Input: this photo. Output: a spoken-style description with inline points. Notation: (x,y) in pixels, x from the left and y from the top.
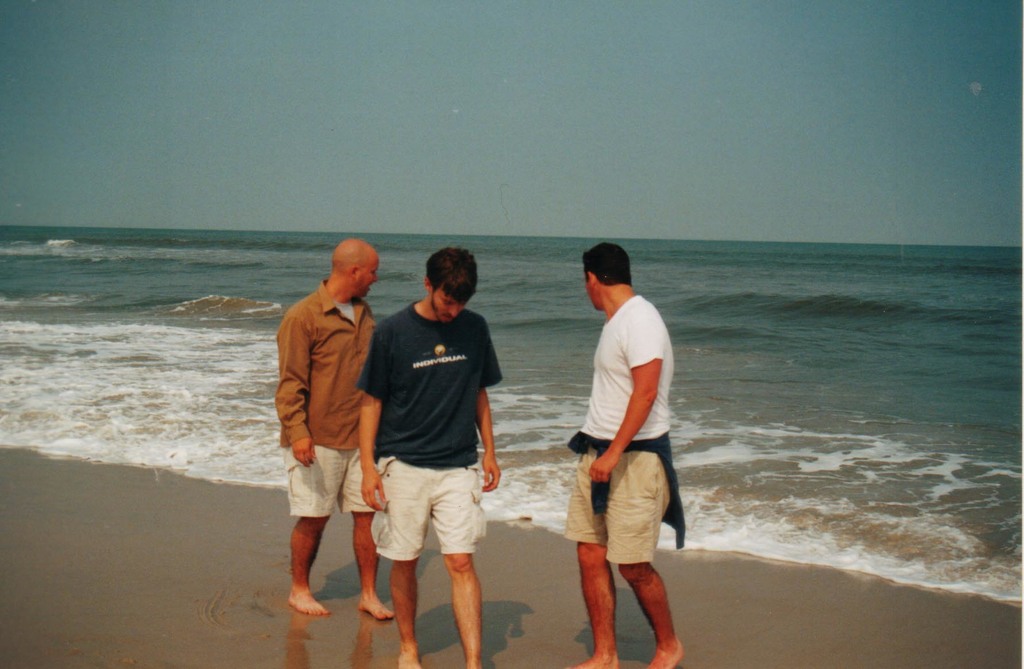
In the center of the image (422,347) we can see three persons (288,390) are standing and they are in different costumes (474,407) and we can also see their shadows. In the background (461,176), we can see the sky (636,126) and water (701,340).
